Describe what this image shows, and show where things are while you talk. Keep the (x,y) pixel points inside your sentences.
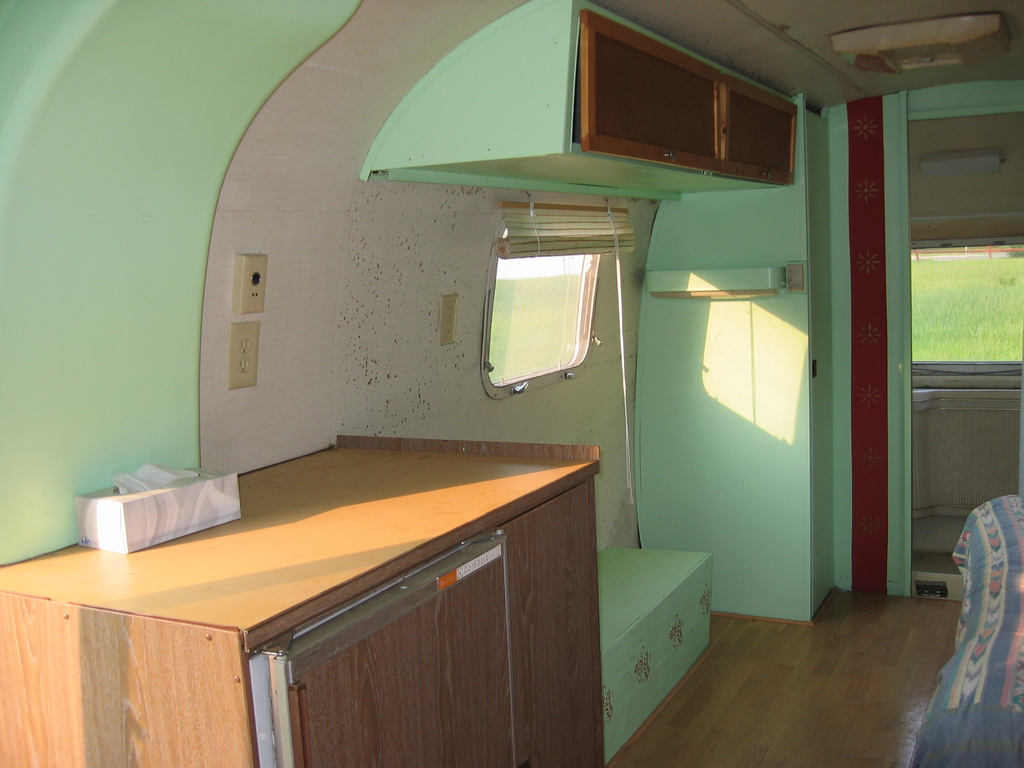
In this image we can see cupboards (754,92), table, windows (573,289) and bed (1000,589). Lights (926,164) are attached to the roof (900,13). Sockets (245,283) are on the wall (259,319). Above this table (225,555) there is a tissue paper box (224,504). Through this window (965,310) we can see grass (959,331).
